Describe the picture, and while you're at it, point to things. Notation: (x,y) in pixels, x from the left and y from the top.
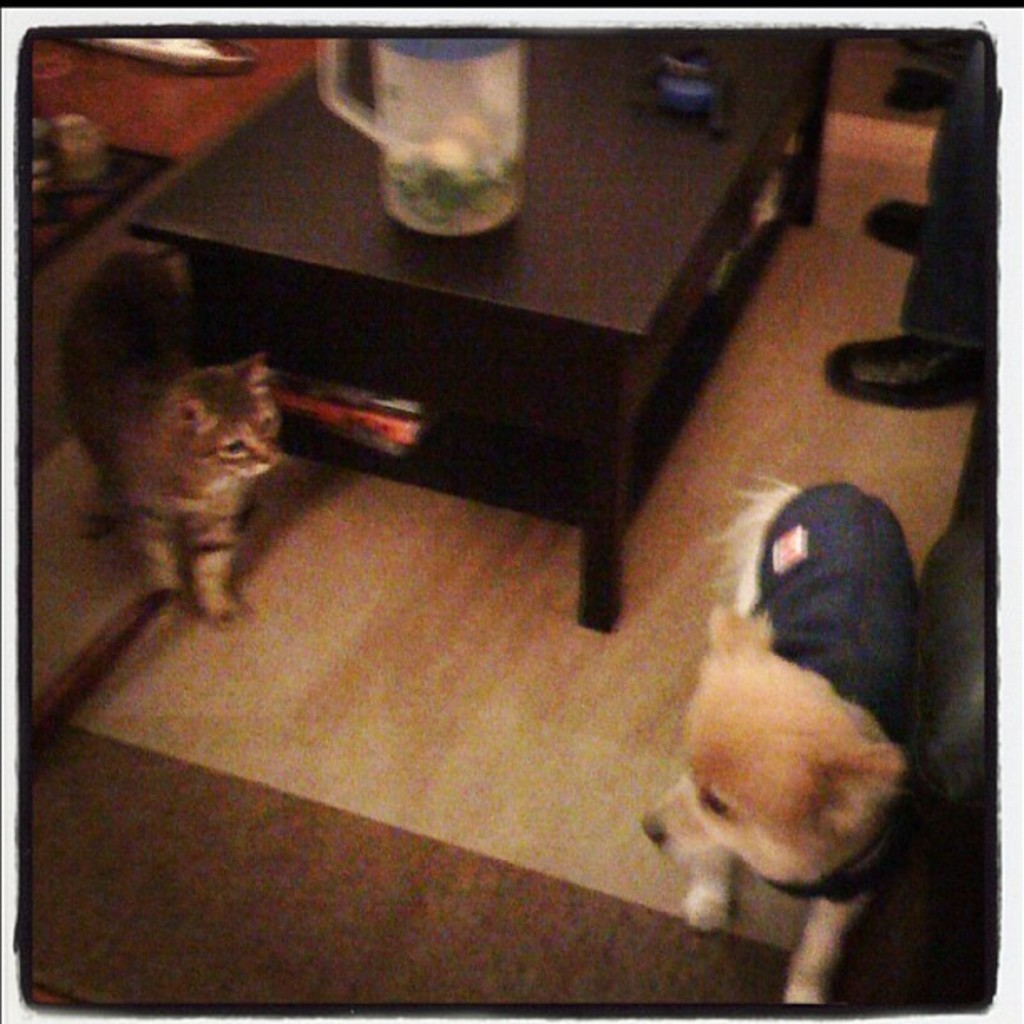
In this image there is a person (910,238) at the right side of the image (928,254). There is a cat (101,529) and dog (779,677) in the image. There is a jug (430,215) on the table (471,310).
